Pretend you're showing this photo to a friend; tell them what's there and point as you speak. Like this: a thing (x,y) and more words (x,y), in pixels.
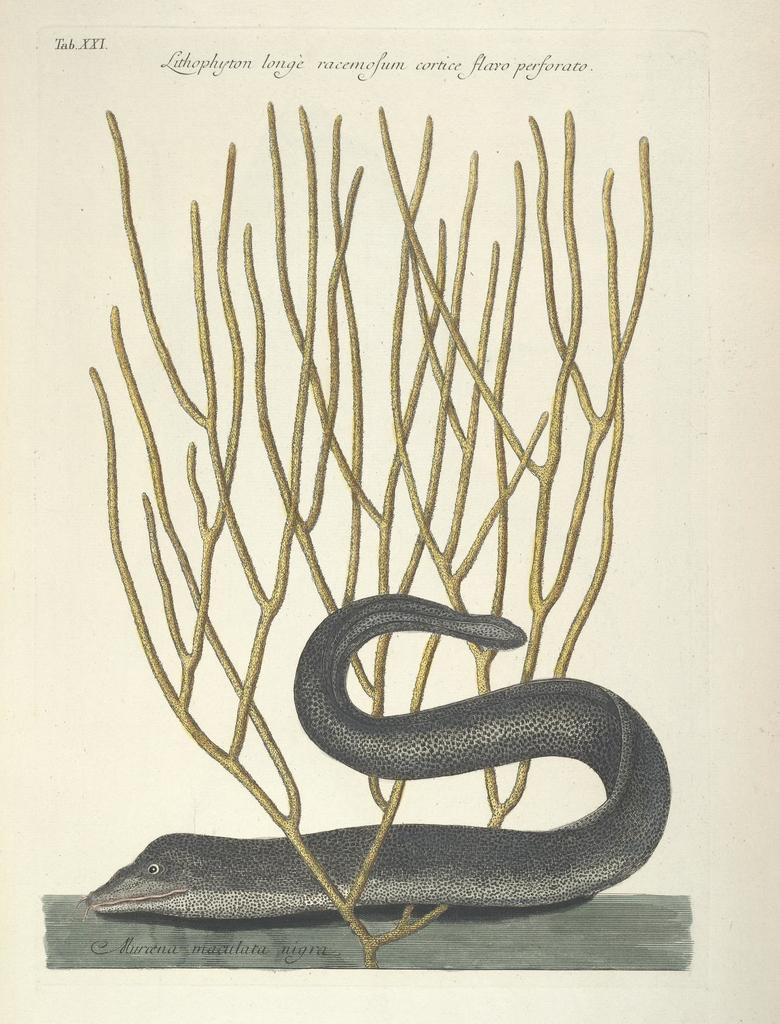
This picture might be a painting in a book (258,1006). In this image, we can see a painting of eel (186,879) and some text (576,65) is written on it.
